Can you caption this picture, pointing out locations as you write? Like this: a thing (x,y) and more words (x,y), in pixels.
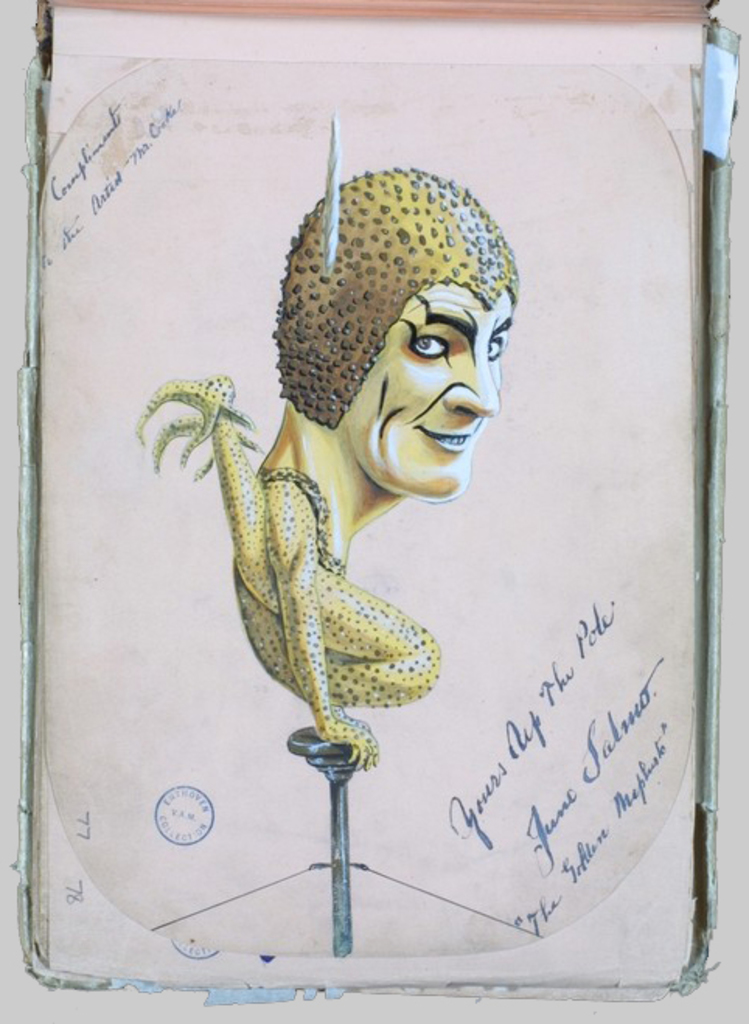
In the picture we can see a card (490,785) on it we can see a image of a cartoon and some information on it and with a stamp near it.
